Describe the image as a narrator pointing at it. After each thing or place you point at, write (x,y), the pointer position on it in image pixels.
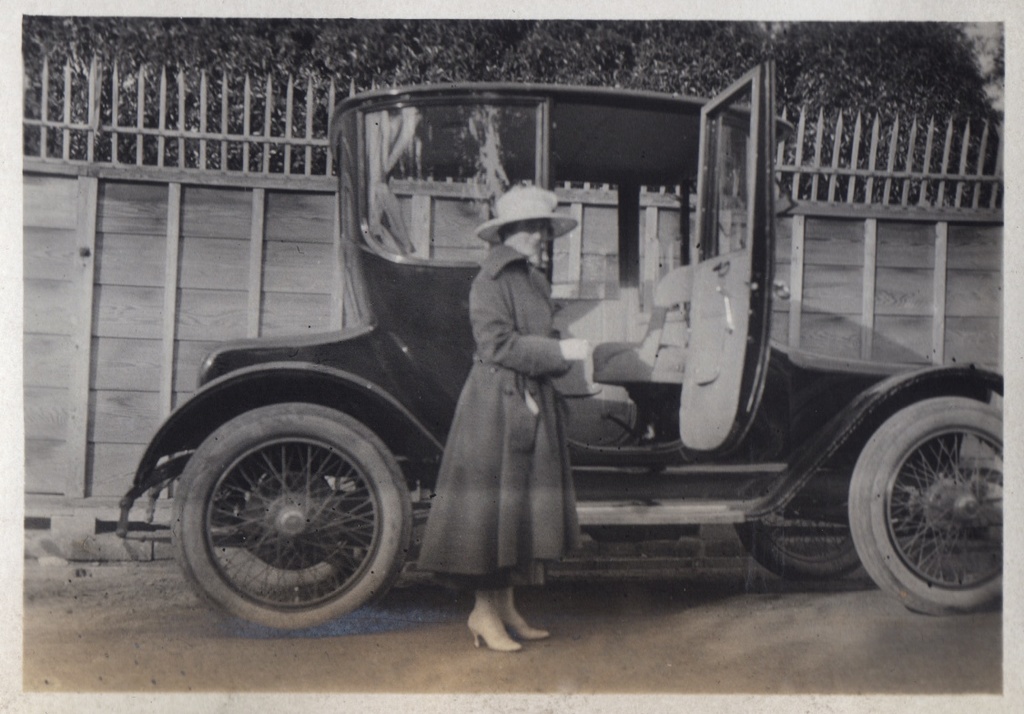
In this picture we can see a woman (528,420) is standing near to the car (612,383), and she wore a cap (539,191), beside to her we can find fence (217,191) and trees (883,57).
